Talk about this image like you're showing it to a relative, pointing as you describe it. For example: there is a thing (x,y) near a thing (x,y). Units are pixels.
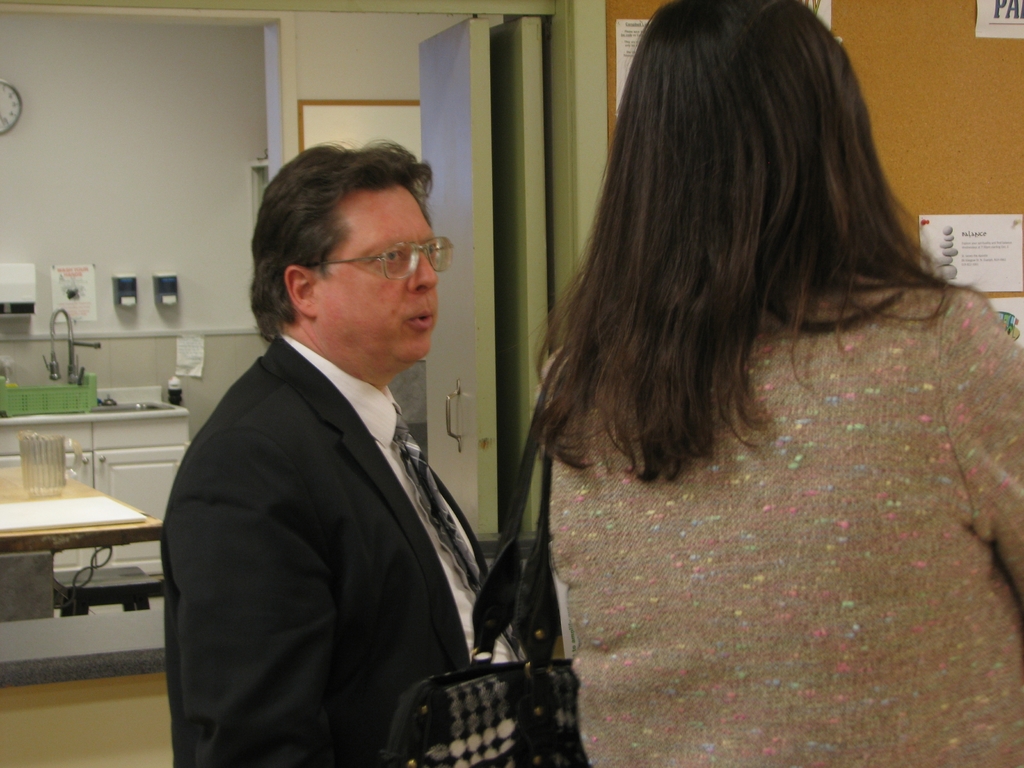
In this image I can see two people (573,322) standing one person (398,322) is facing towards the right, another person (649,246) standing on the right hand side of the image (728,233) facing towards the back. I can see a table (30,532), a wooden cupboard (119,475), a watch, a tap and so many other devices (32,402) on the left hand side (13,273). I can see a door (456,105) and a wall (987,130) with some labels (992,239) on the right hand side (967,250).
